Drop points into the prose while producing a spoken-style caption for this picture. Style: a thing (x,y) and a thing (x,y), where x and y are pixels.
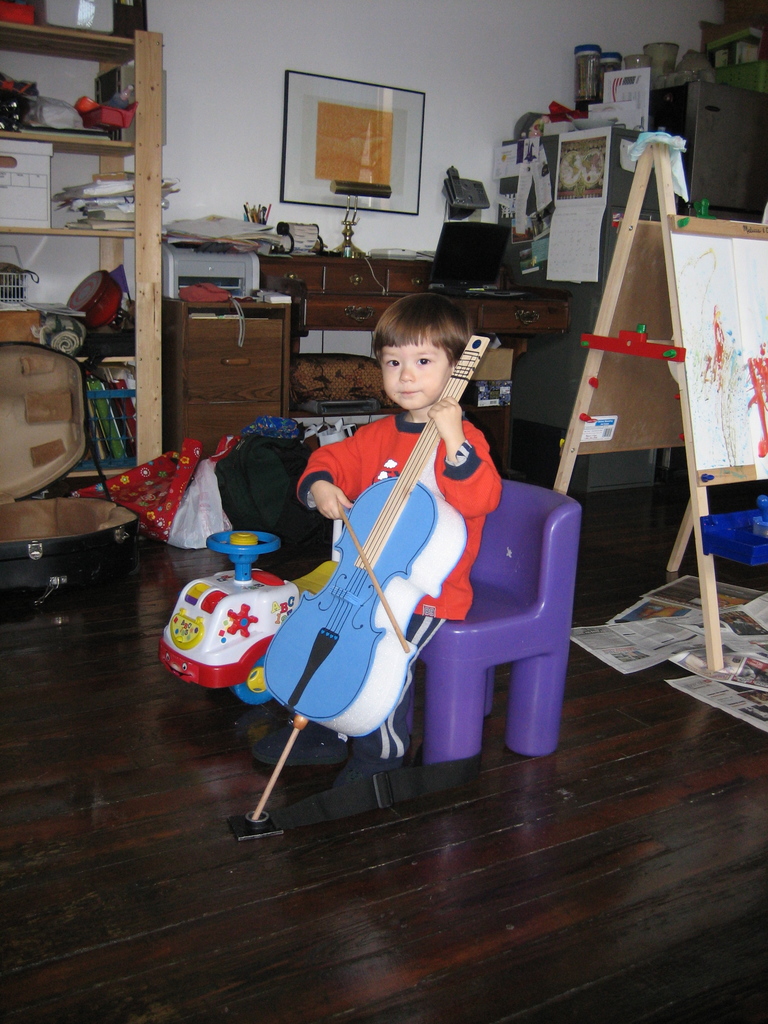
In this picture there is a boy (397,472) who is playing cello (355,635). There is a toy car (239,635). Boy (465,566) is sitting on the chair (555,589). There is a pot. There is a frame (369,117) on the wall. There is a xerox machine (208,258) on the desk (231,378). There is a rack (149,376) at the corner. There are few bottles (588,76) to the side. There are news papers (689,629) on the floor (659,671).
